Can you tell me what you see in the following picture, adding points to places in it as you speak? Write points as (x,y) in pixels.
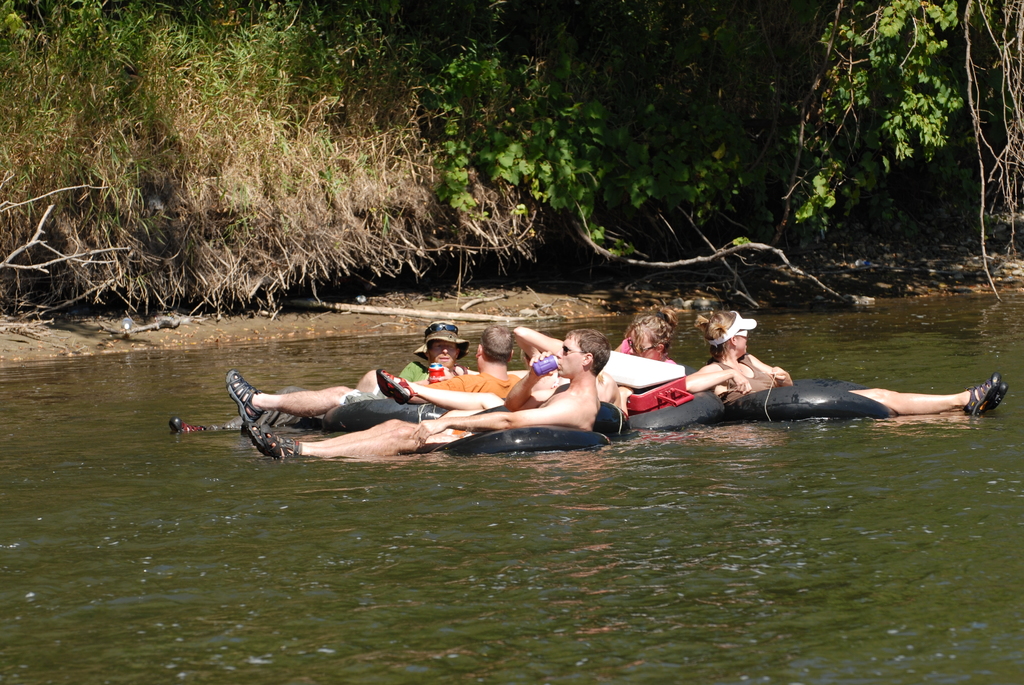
In the image there are a group of people (389,390) floating on the water (703,429) and around them there are many trees (516,189).
